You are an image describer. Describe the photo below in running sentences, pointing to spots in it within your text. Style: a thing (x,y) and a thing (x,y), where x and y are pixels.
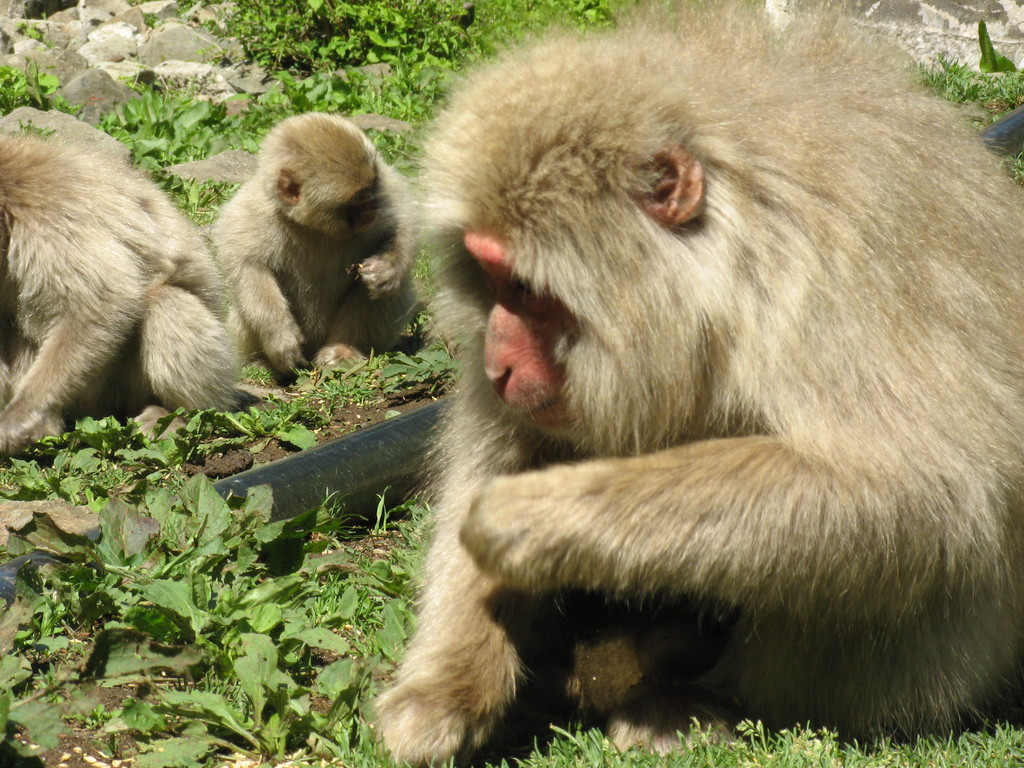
In this image there are animals (385,280), there is an animal (721,308) truncated towards the right of the image (903,254), there is an animal (76,235) truncated towards the left of the image (28,176), there are plants (261,506), there is an object (312,490) on the ground (367,549), there are rocks (136,66).
